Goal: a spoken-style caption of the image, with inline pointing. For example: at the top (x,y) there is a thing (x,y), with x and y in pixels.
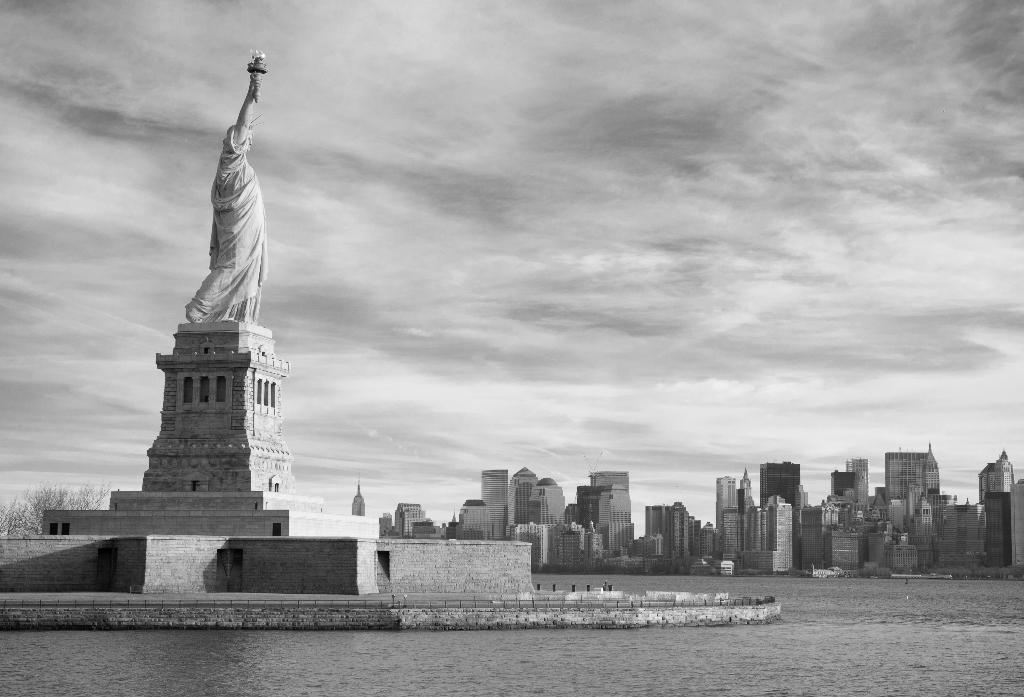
In this image there is the statue of liberty structure (227,424) in the harbor (389,631), in the background of the image (882,496) there are buildings (631,549) and trees (38,523), at the top of the image (454,151) there are clouds (554,363) in the sky (510,421).
